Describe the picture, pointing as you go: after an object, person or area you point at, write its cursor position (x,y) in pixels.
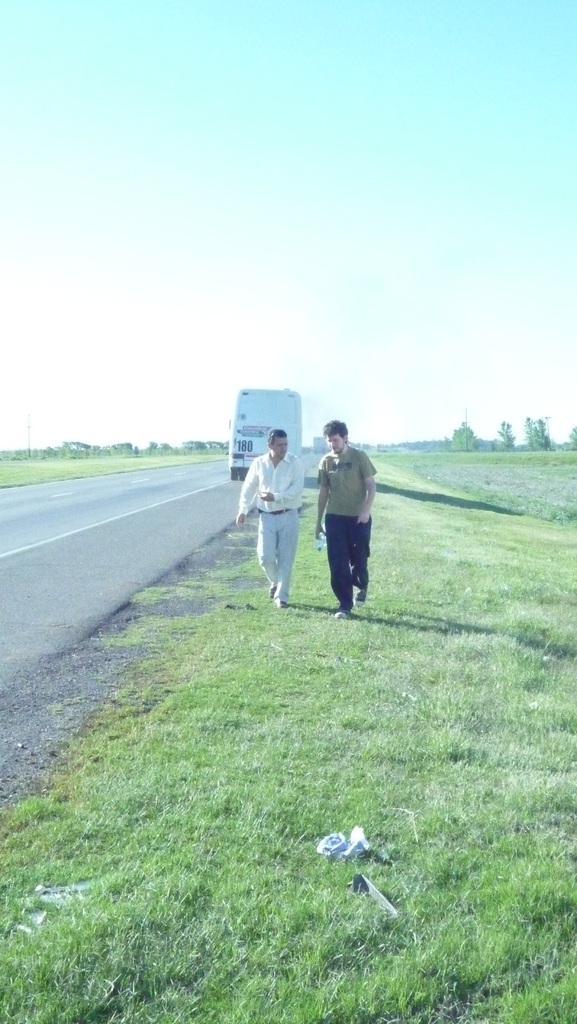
In the center of the image (357,544) there are persons (283,549) walking on the grass (242,729). In the background (147,514) we can see road (138,518), vehicles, grass (67,465), trees (128,448) and sky (345,187). At the bottom (294,840) there is a grass (206,888).
